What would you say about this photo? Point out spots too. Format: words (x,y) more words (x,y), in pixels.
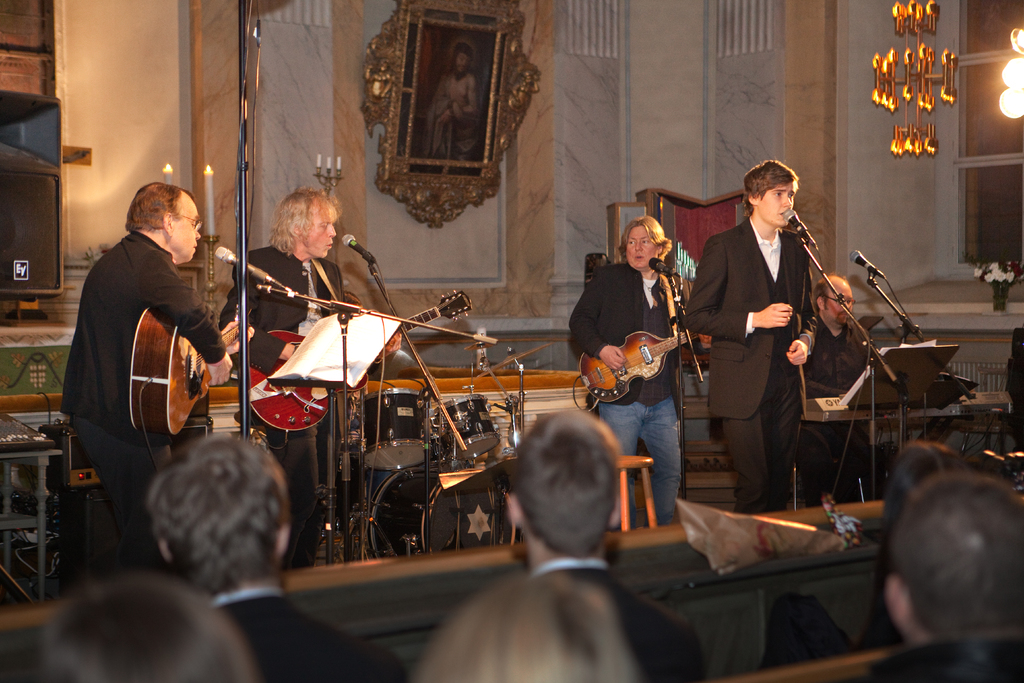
In this image we can see four men (132,301) are playing musical instruments (657,340). In front of them, we can see mics (349,241). We can see a man (711,323) is standing. He is wearing a coat (729,388). In front of the man (805,271), we can see a mic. At the top of the image (513,101), we can see a frame (480,66) on the wall (786,46). We can see a window (995,148), light (1016,88), flower (995,277), vase (1001,289) and a chandelier (914,128) on the right side of the image (912,130). At the bottom of the image (212,644), we can see the people (174,639). On the left side of the image (38,248), we can see some electronic devices (20,435). We can see a pole (246,395) beside a man (259,363). In the middle of the image (445,434), we can see drums (464,433) and a stool (623,484). We can see candles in the background (326,172).
